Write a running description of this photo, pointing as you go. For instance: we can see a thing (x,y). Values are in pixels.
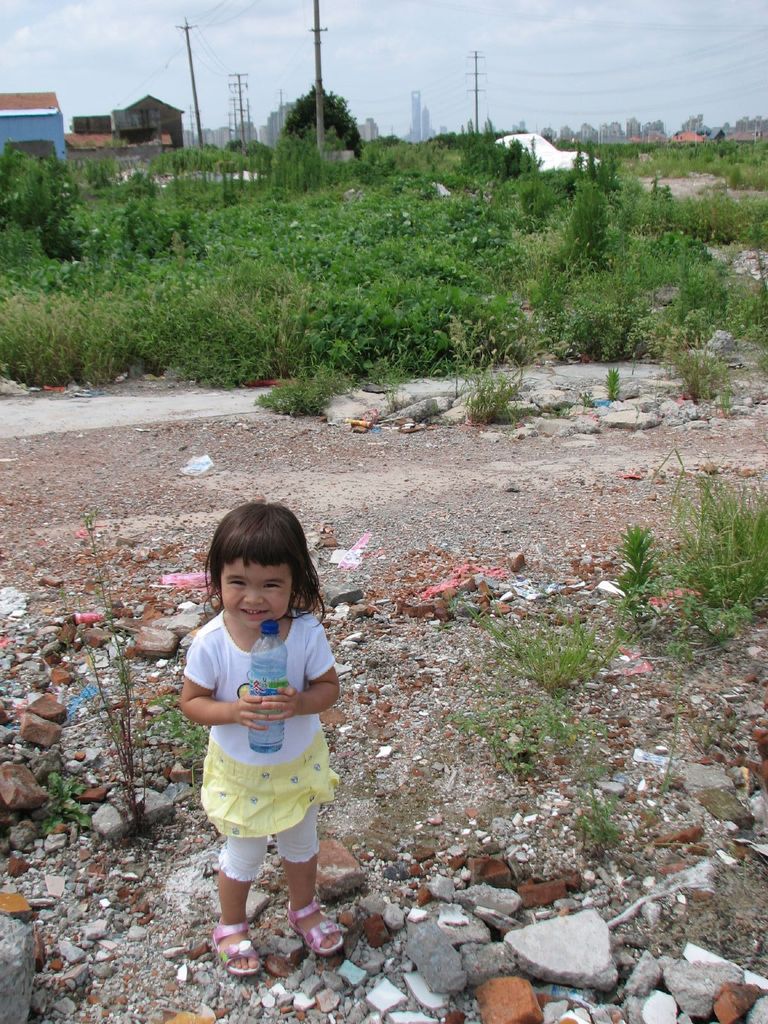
In this picture I can see a girl (242,662) standing and holding a bottle (276,695), there are rocks (355,604), plants (277,225), there are houses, there are trees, poles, cables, and in the background (453,83) there is the sky (425,69).
